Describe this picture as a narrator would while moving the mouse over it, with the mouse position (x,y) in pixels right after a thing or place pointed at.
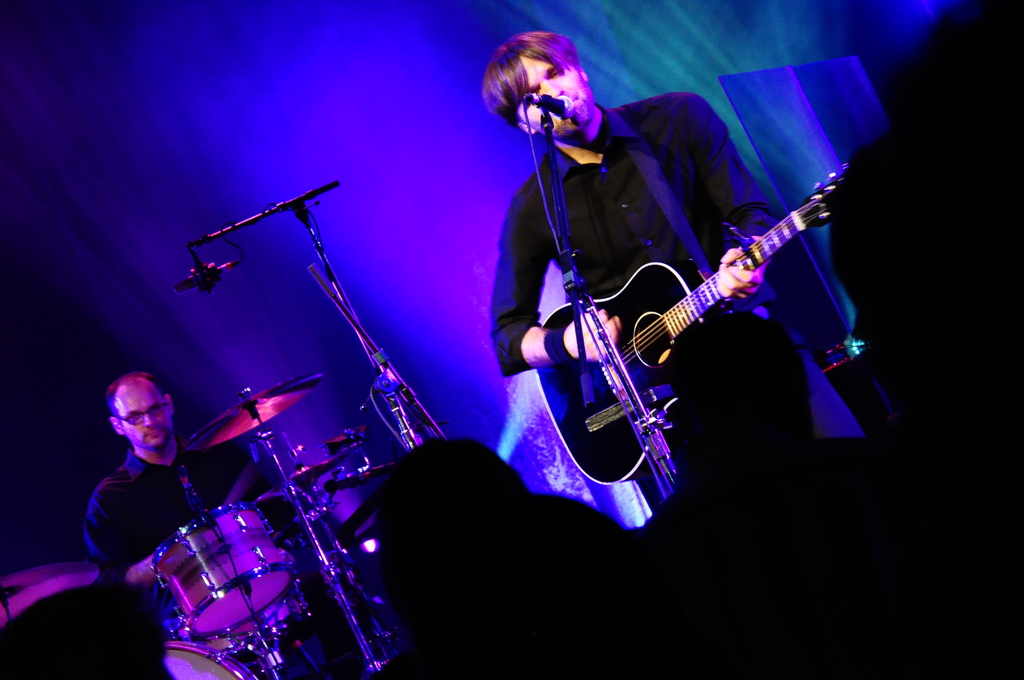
In this image there are two people (205,483). The man (197,484) to the left corner (161,478) is playing drums (178,538). The man (620,208) to the right corner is playing guitar (567,310) and singing as well. There are microphones (552,107) in front of them. There are drums (226,565) and drum stands (257,628) in the image. The background is dark.
